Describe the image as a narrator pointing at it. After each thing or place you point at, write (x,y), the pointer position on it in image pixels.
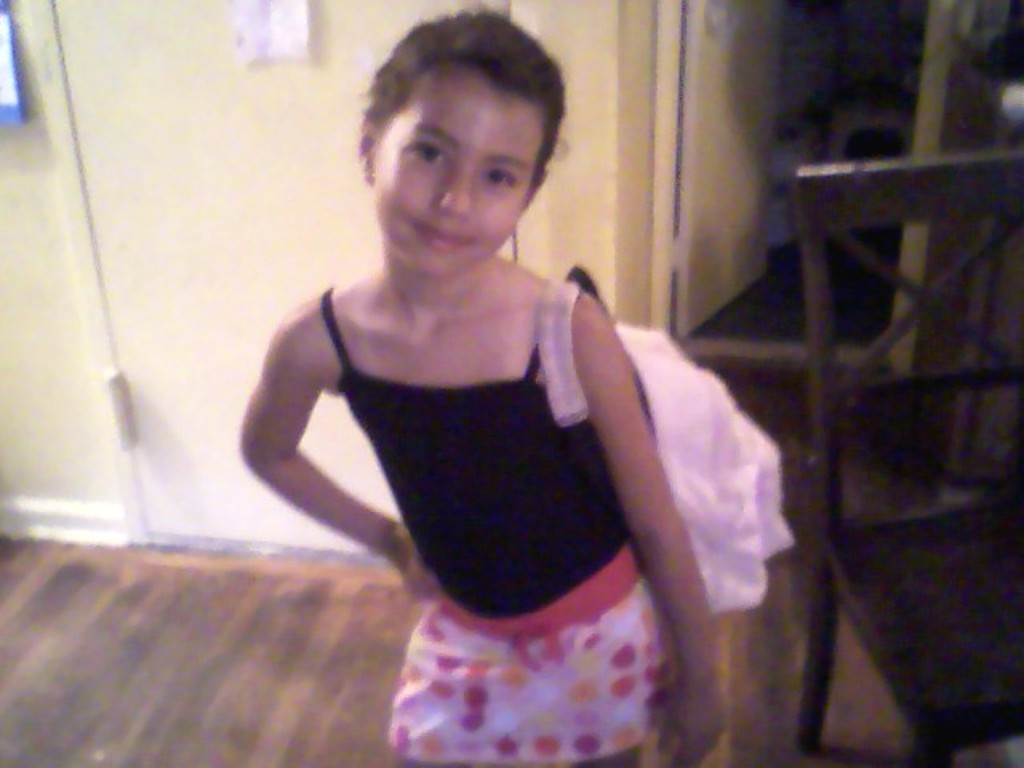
This is an inside view of a room (430,280). Here I can see a girl (477,601) wearing a bag (572,418), standing, smiling and giving pose for the picture. On the right side (893,632) there is a chair (884,665). In the background (699,60) there is a door (698,161) to the wall (640,142) and few posters (5,63) are attached to the wall (117,39). In the background (826,106), I can see some objects (824,98) in the dark.
